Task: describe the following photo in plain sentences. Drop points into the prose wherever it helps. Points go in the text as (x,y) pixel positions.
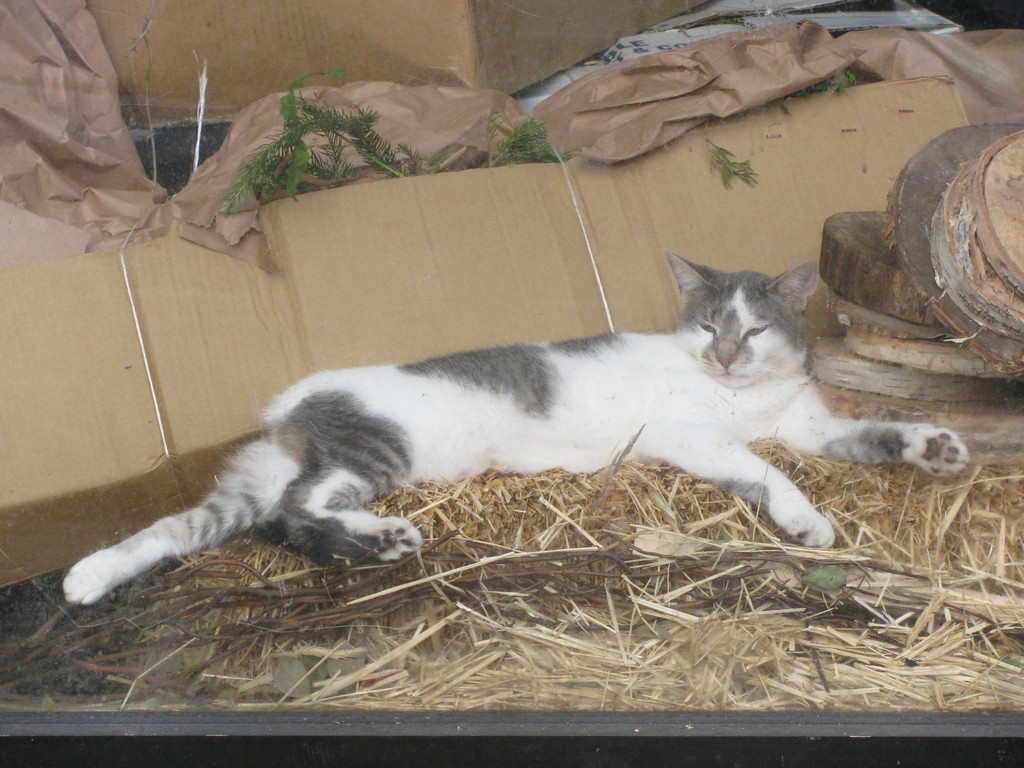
In the image we can see there is a cat (754,385) lying on the ground (726,558) and there is dry grass (549,586) on the ground (481,567). Behind there is a cardboard sheet (84,257) and there are round wooden logs (905,277) kept on the ground (965,485).
